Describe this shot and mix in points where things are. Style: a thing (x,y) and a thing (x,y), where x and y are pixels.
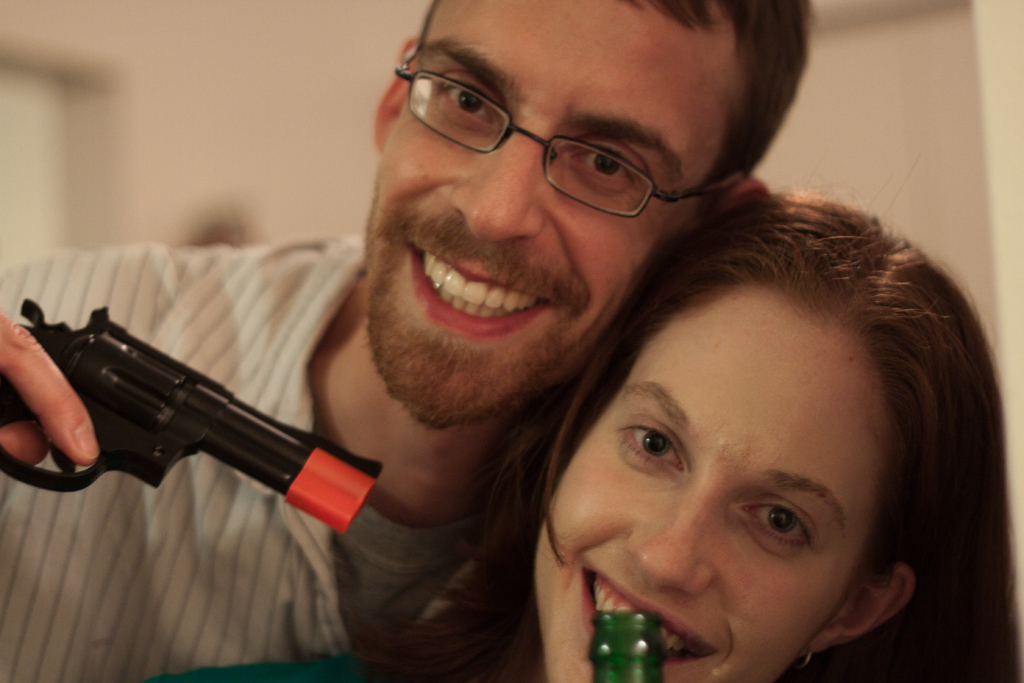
In this image I can see a man (340,349), a woman (464,585) and I can see both of them are smiling. I can also see a bottle (599,620) and here I can see he is holding a toy gun (199,439). I can see he is wearing shirt (296,399) and specs (588,206).
